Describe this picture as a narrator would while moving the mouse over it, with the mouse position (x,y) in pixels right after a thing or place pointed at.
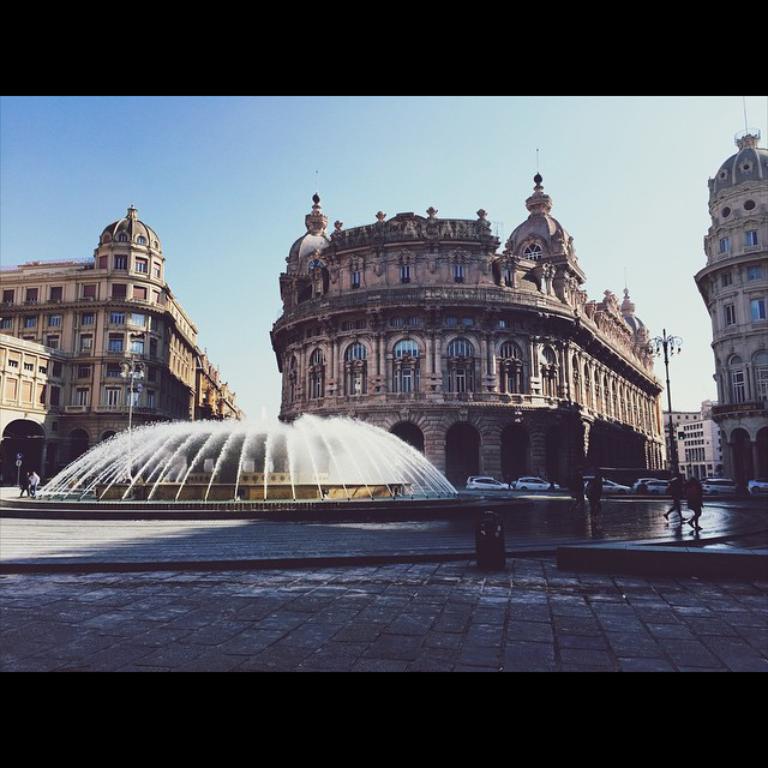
In this image we can see buildings (502,387), cars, fountain (303,472). At the bottom of the image (325,633) there is floor (252,604). At top of the image (330,141) there is sky (357,142).
